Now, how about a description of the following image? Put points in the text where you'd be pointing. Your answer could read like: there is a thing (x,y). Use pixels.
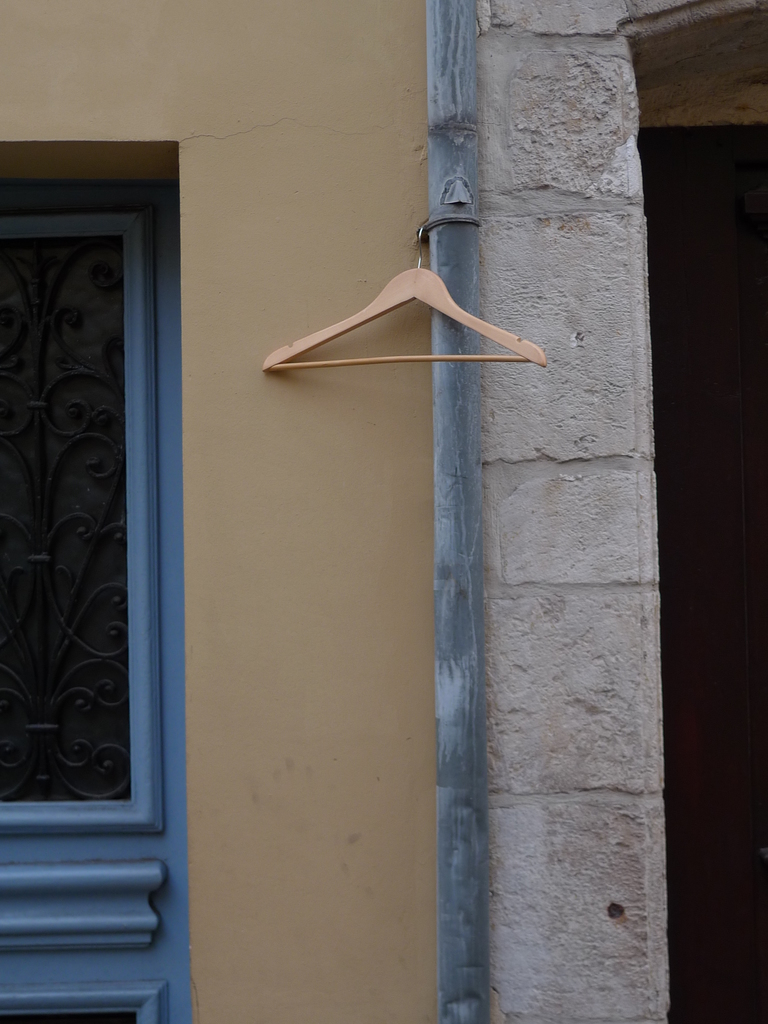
This picture shows a hanger (462,359) to the pole (432,219) and we see a wall (275,166) and a window (49,605) to it.
